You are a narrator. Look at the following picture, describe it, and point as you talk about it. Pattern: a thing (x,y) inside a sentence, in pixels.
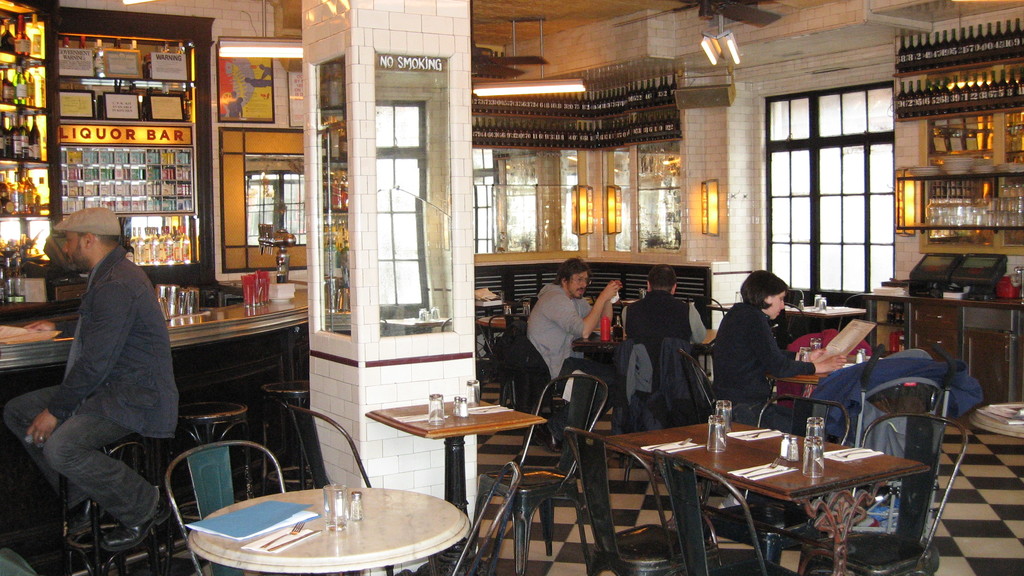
i think this is a inner view of a bar (112,197) where we can see people (665,328) seated on the chairs (921,451) and this is the bar counter (215,328) and text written here as liquor bar.
